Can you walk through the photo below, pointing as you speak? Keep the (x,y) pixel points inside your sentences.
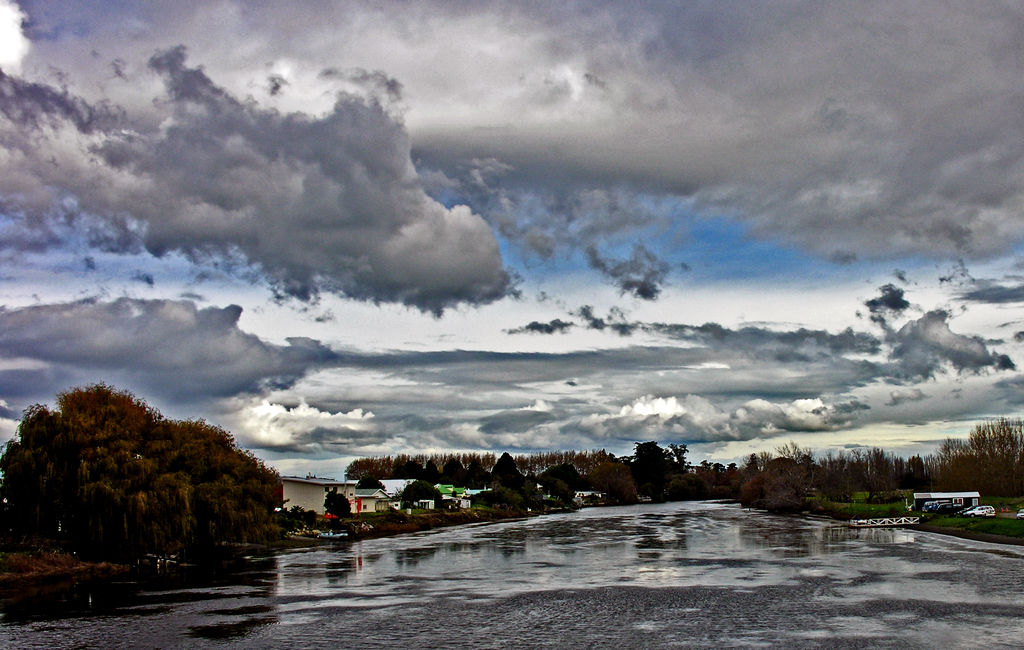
In the foreground of the picture (599,593) there is a water body (626,526). In the center of the picture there are trees (744,495), plants (653,500) and buildings (931,493). Sky (495,242) is cloudy.
